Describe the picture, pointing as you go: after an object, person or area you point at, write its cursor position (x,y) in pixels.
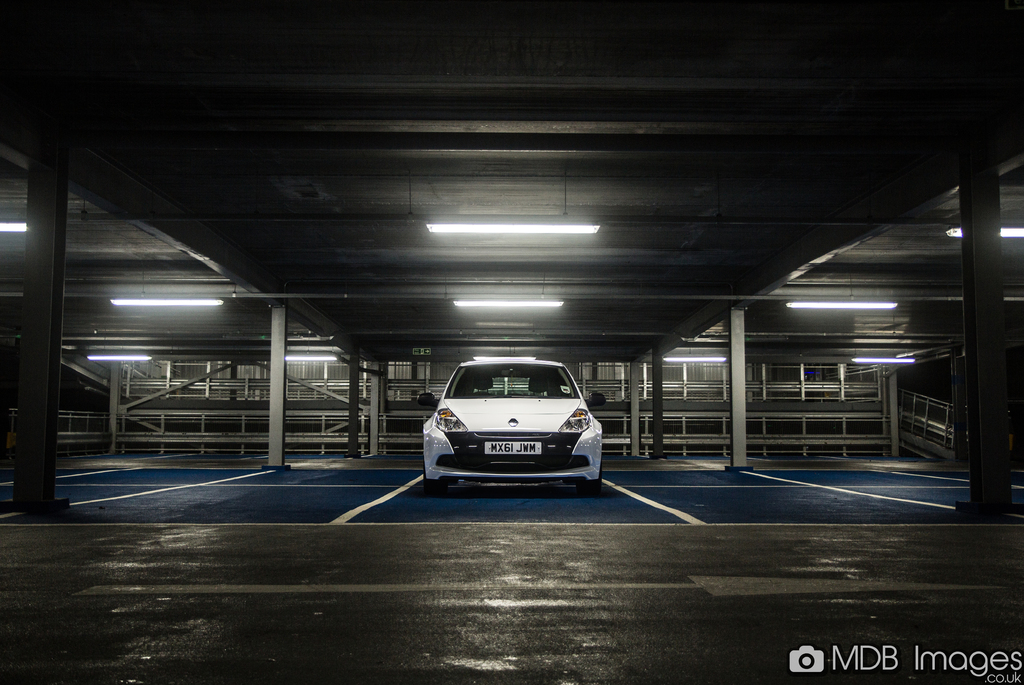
In this image I can see the vehicle (469,445) which is in white color. It is in the parking-lot (457,528). I can see many lights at the top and I can see few metal rods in the back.
